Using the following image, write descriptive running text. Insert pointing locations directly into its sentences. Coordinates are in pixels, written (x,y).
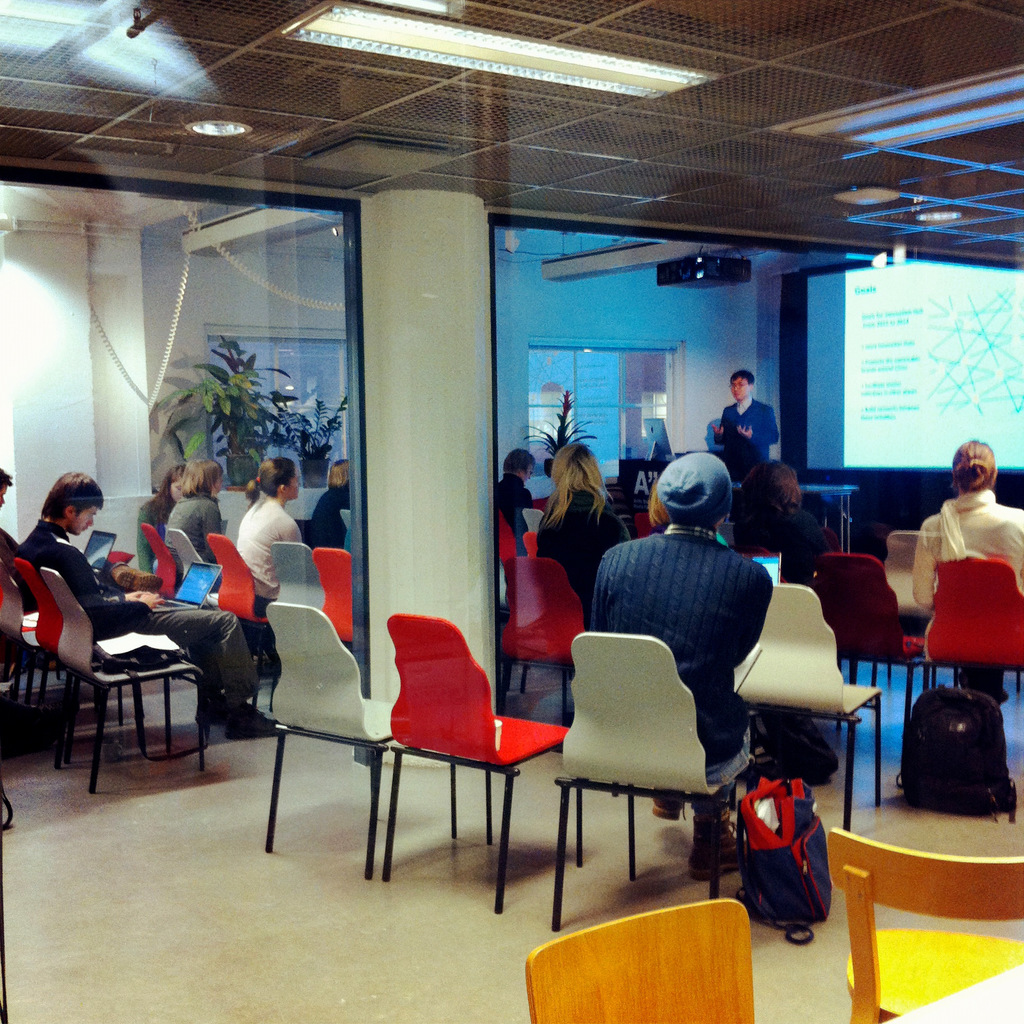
In the image we can see there are people (728,566) who are sitting on chairs (793,632) and there is a man (734,428) who is standing in front of them.
